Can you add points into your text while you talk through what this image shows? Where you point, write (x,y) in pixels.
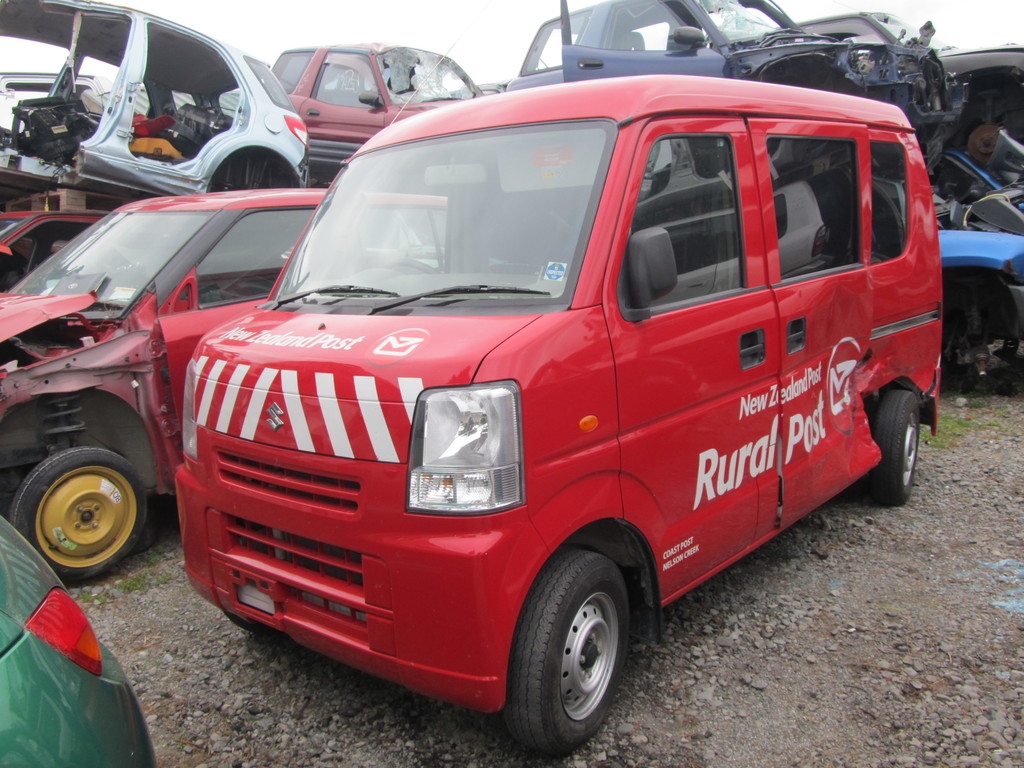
This image is clicked outside. There are so many cars (670,526) in this image. They are damaged one. They are of different colors.
